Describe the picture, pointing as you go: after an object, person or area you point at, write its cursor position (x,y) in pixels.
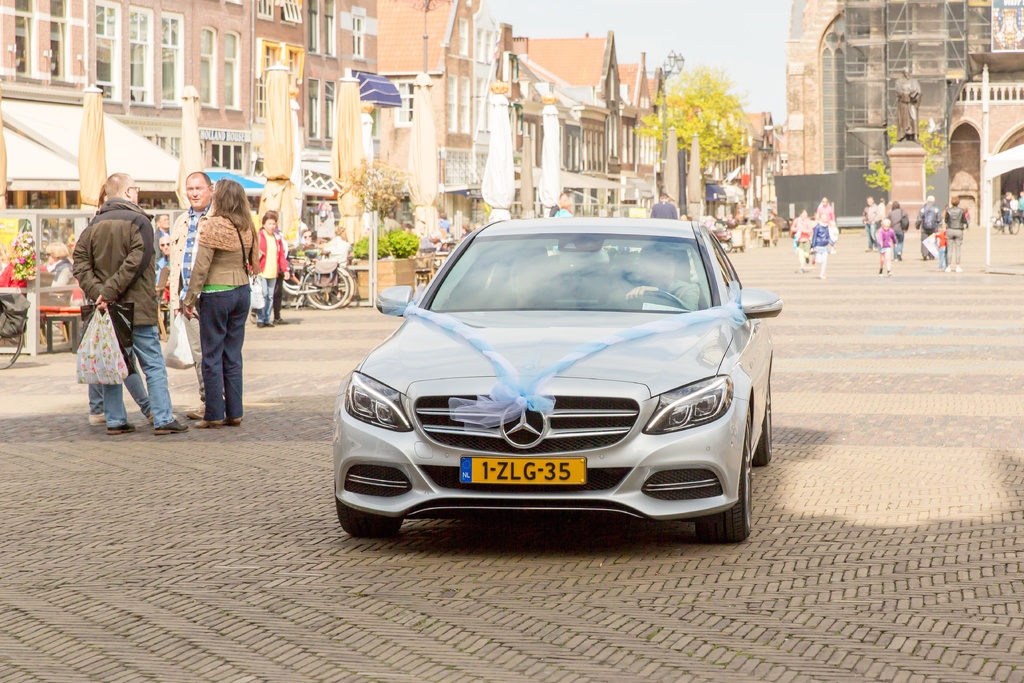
In this image we can see a car (607,428) on the road (839,260) and a group of people (112,263) standing on the road (185,371) carrying bags (99,338) and here we can see few cycles (319,277) and plants (364,245). In the background of the image (718,115) we can see a tree (687,137) and few buildings (587,111). On the top right corner of the image (968,210) we can see few people (869,223) walking on the road (931,266).
